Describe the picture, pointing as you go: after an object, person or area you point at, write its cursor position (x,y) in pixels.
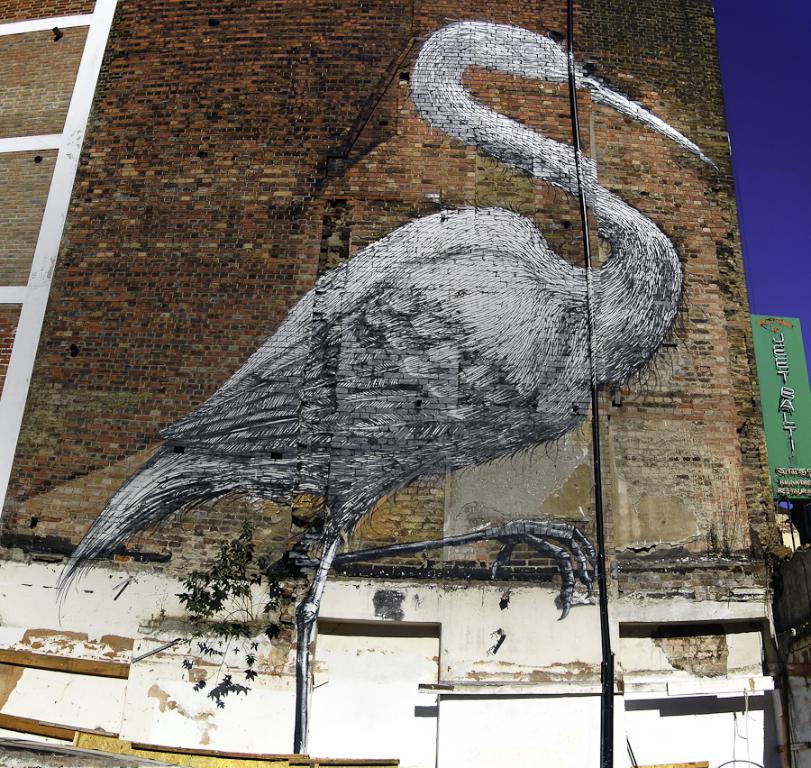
There is a brick wall (298,223). On that there is a painting (412,379) of a crane (423,393). On the right side (767,413) there is a board (778,427) with something written. In the background (756,170) there is sky (768,155).
